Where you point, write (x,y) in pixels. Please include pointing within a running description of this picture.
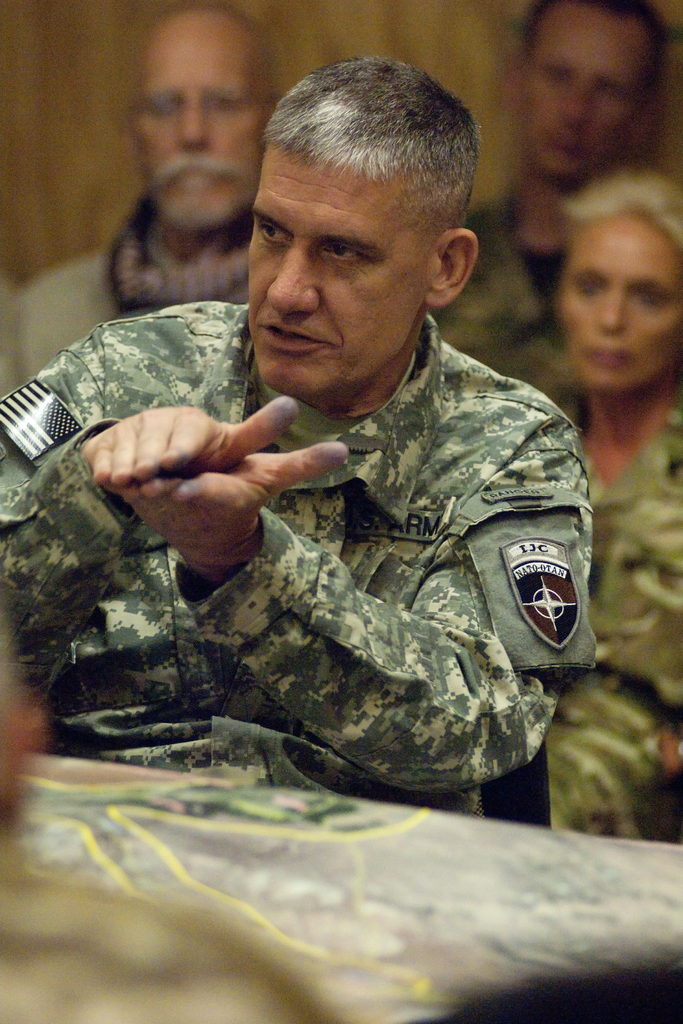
In this image, we can see a person (332,747) is sitting and talking. He is seeing towards left side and doing hands (263,456) movement. Background (665,483) there is a blur view. Here we can see few people (169,77). At the bottom (468,971), there is a map (322,920).
